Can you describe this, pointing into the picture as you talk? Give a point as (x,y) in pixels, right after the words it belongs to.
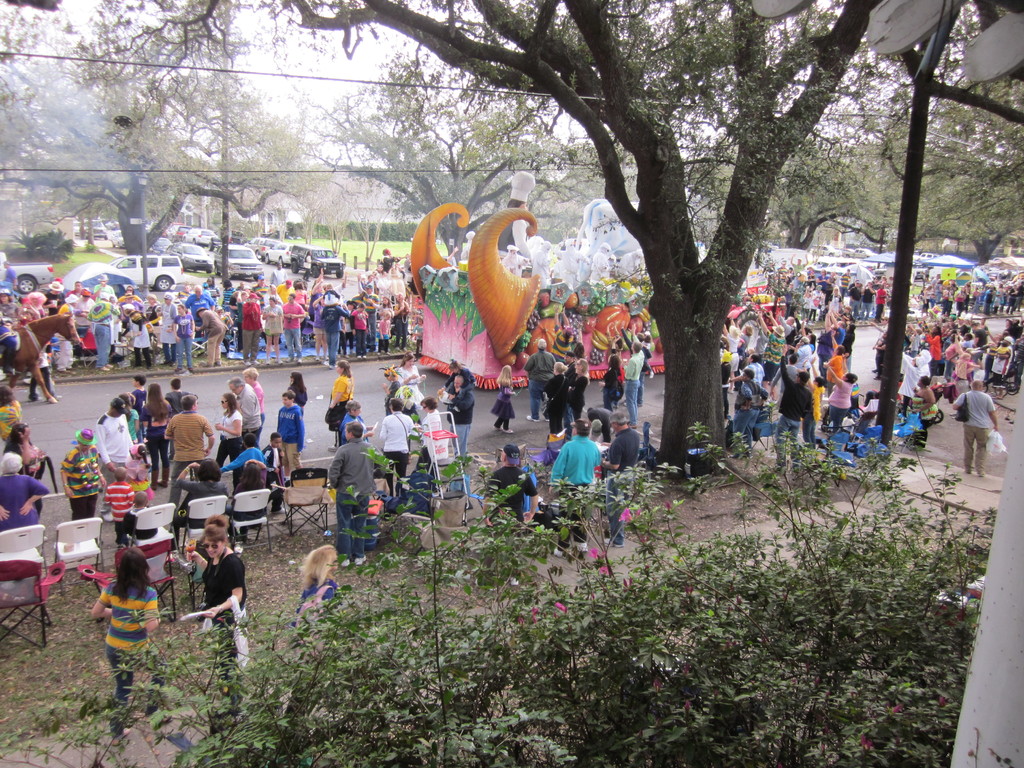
This is an outside view. In the middle of this image (363,390) there is a road (432,379). On the road (475,392) I can see a vehicle (600,327) which is decorated. On both sides of the road (327,369) I can see many people (71,351) are standing. At the bottom of the image (441,681) there is a tree (357,698). In the background (166,269) I can see few cars (185,244), trees (440,200) and a building (374,201).
